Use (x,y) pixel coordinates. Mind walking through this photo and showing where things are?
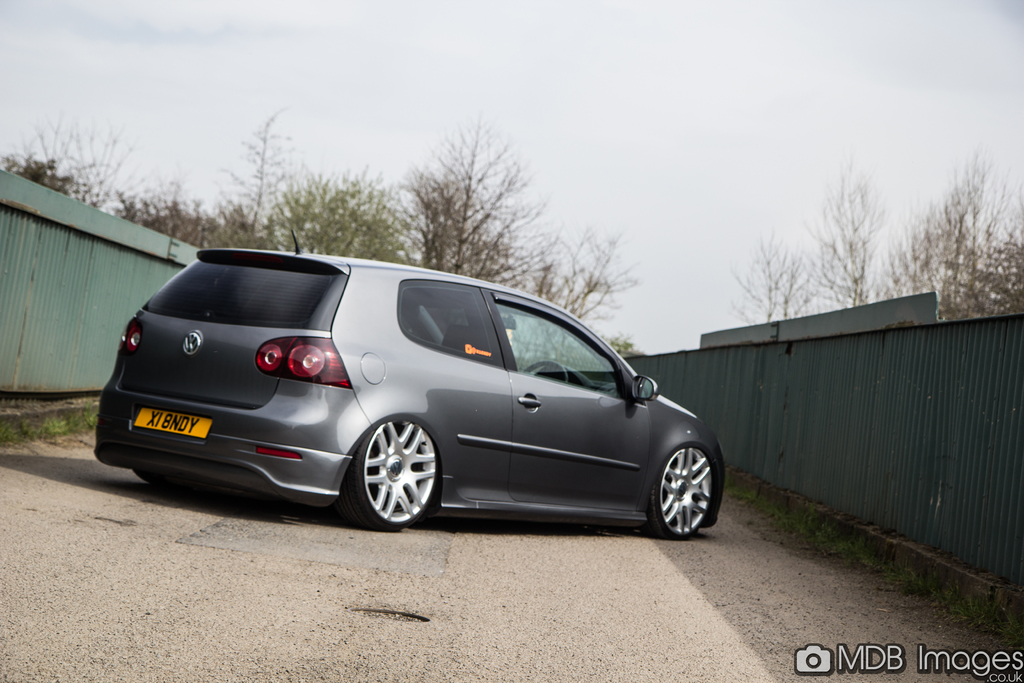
In the image there is a car (109,413) on the road (504,638). On both sides of the image there is fencing (43,252). In the background (523,260) there are trees (916,265). At the top of the image (741,135) there is sky (508,123). In the bottom right corner of the image (853,646) there is text (840,656).
